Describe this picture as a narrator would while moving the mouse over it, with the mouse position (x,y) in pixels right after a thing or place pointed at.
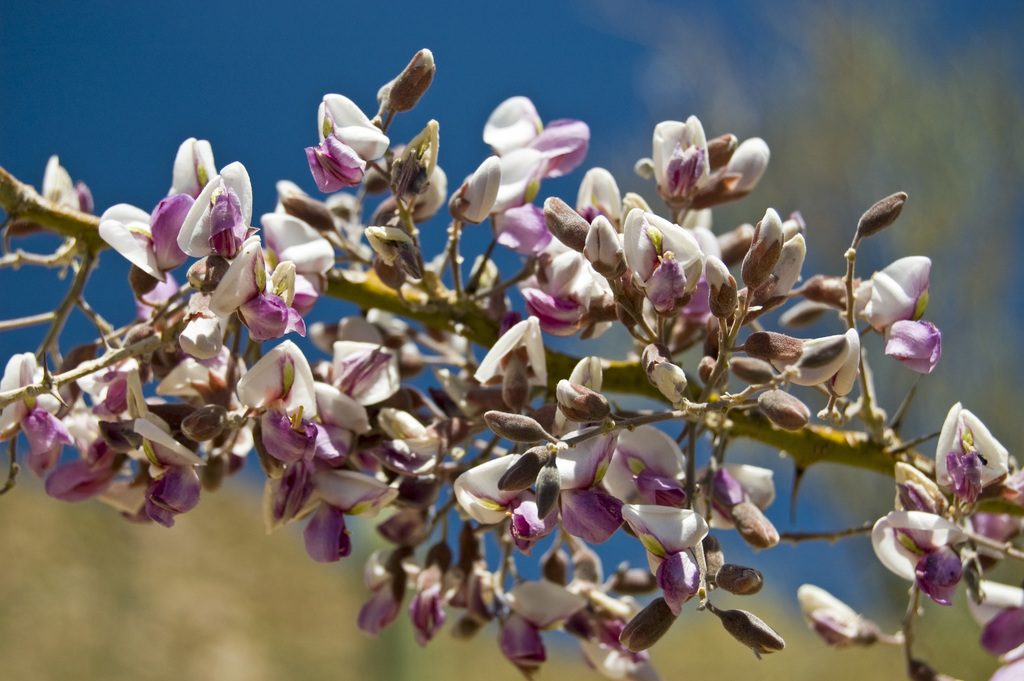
In this image I can see the flowers (364,479) and buds (396,341) to the plants (460,340). I can see these flowers (377,339) are in white and pink color. I can see the blurred background (443,496).
